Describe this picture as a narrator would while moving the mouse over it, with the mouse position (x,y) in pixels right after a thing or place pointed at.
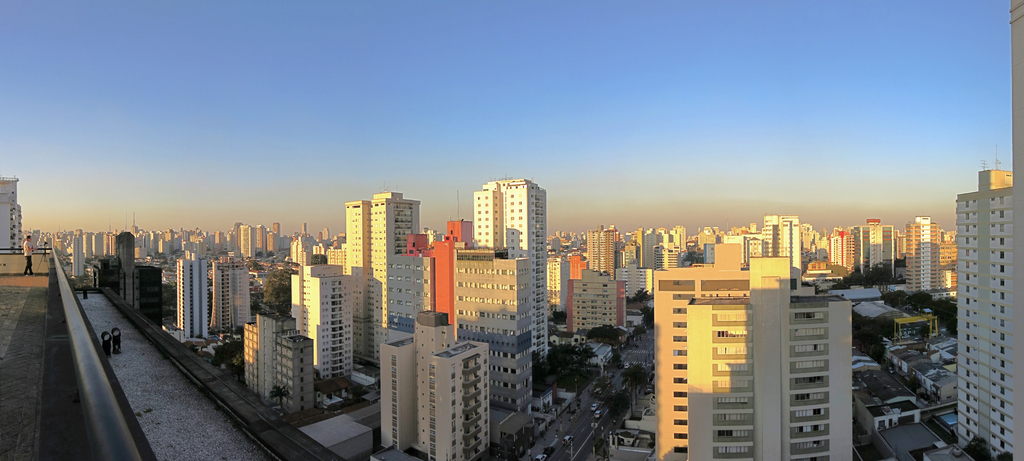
In this image there are many buildings (595,298). Here we can see a road (619,362). On the road (602,423) there are many vehicles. A person (29,253) is standing in the left (25,240). The sky (661,136) is clear.
